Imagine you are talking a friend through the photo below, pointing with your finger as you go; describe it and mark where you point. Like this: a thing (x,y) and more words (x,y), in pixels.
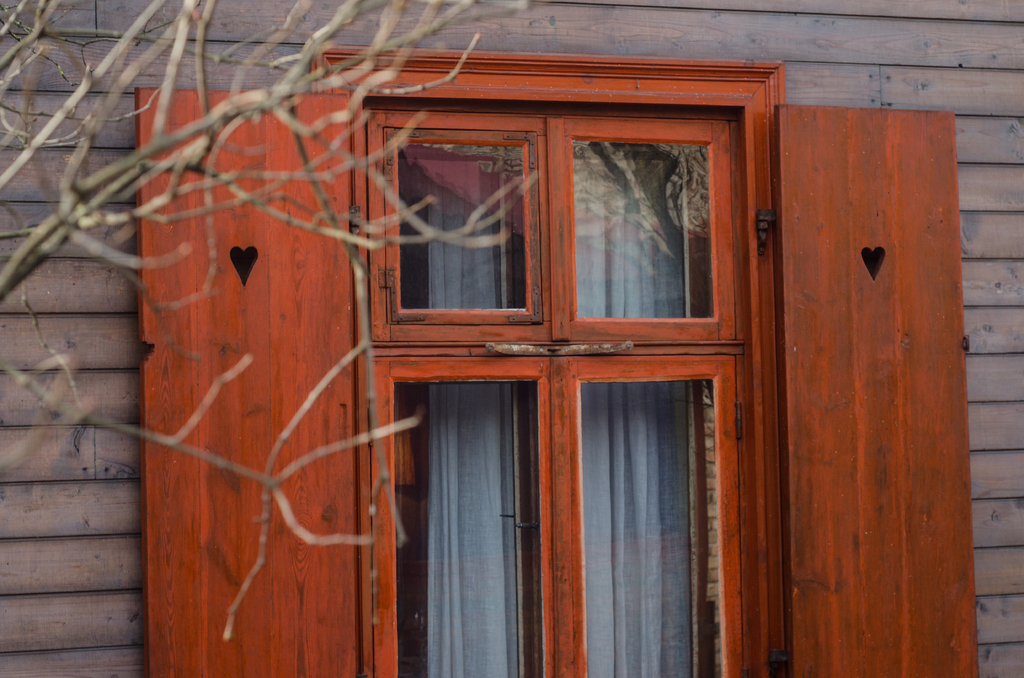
In this image I can see a building (843,51) and glass windows (457,249). I can see an orange color window (780,232) and doors (815,263). Inside I can see a white color curtain (649,315). In front (200,141) I can see dry trees (215,151).
